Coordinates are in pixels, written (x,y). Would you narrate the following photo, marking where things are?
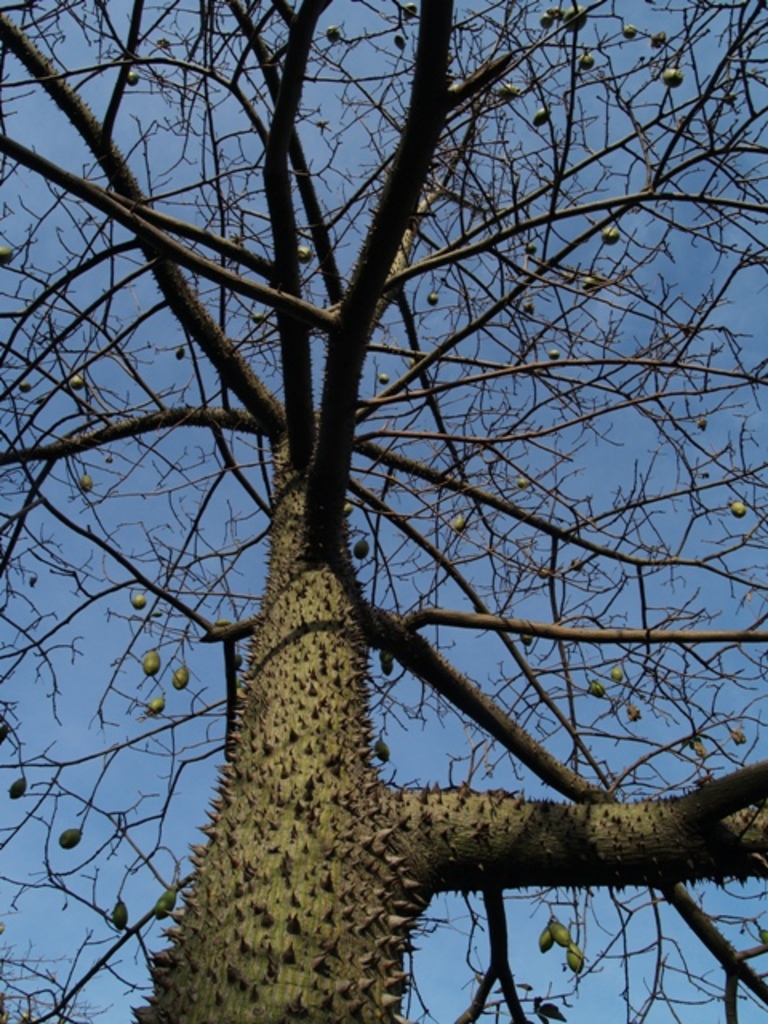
In this picture we can see a tree (499,236) with fruits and we can see sky (481,345) in the background (364,570).
